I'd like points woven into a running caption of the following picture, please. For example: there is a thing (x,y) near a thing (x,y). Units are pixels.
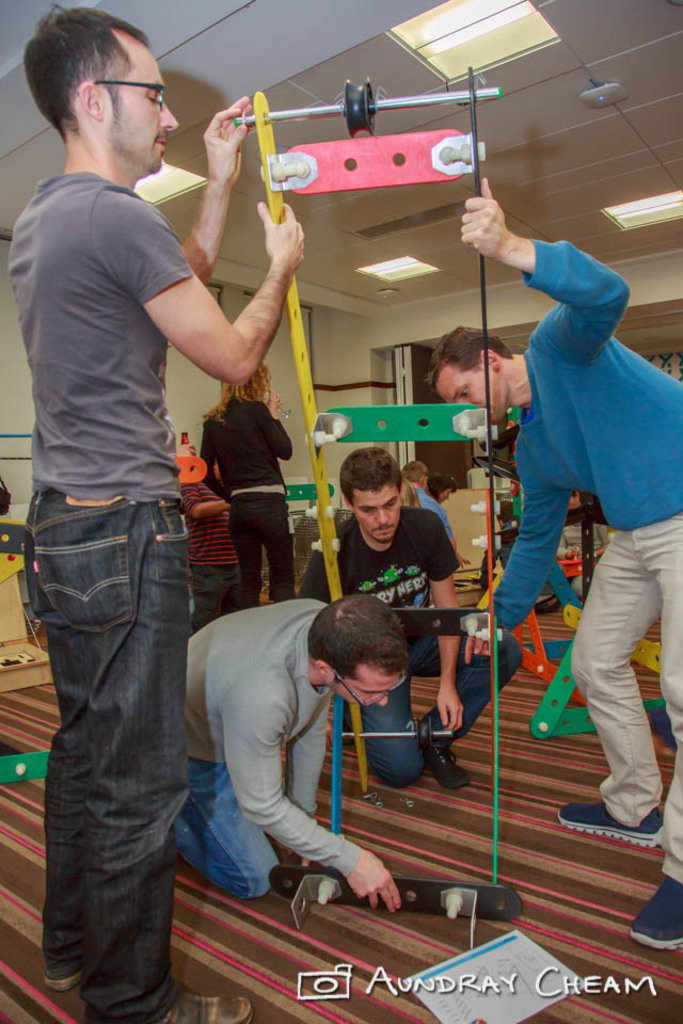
This picture is clicked inside the hall (342,764). In the foreground (177,580) we can see the two persons (155,454) wearing t-shirts (544,501) and holding some object (264,115) and we can see the two persons (301,808) squatting on the ground (438,833). In the background (575,618) we can see there are some objects (464,551) placed on the ground (600,780) and we can see the group of persons (218,511). At the top (545,98) there is a roof (592,169) and we can see the ceiling lights (669,195). In the background (330,374) we can see the door (429,402), wall (332,336) and many other objects (512,468). In the bottom right corner (464,985) we can see the text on the image.
